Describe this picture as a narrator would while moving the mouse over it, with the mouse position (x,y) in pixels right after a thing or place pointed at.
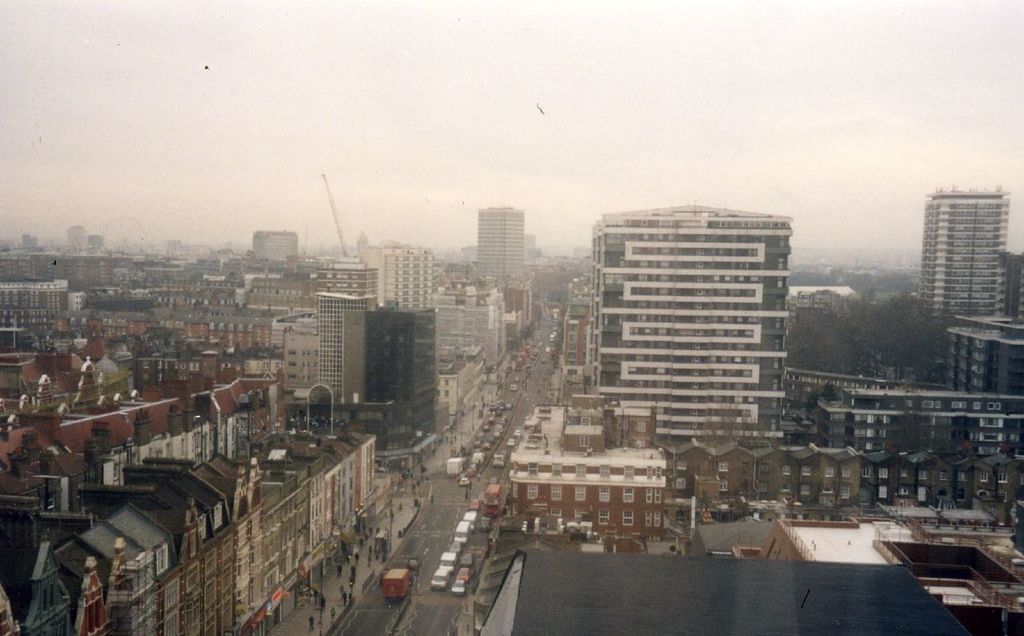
In the image there are a lot of buildings (367,376), road (426,538), vehicles (400,594) and people (346,598).
